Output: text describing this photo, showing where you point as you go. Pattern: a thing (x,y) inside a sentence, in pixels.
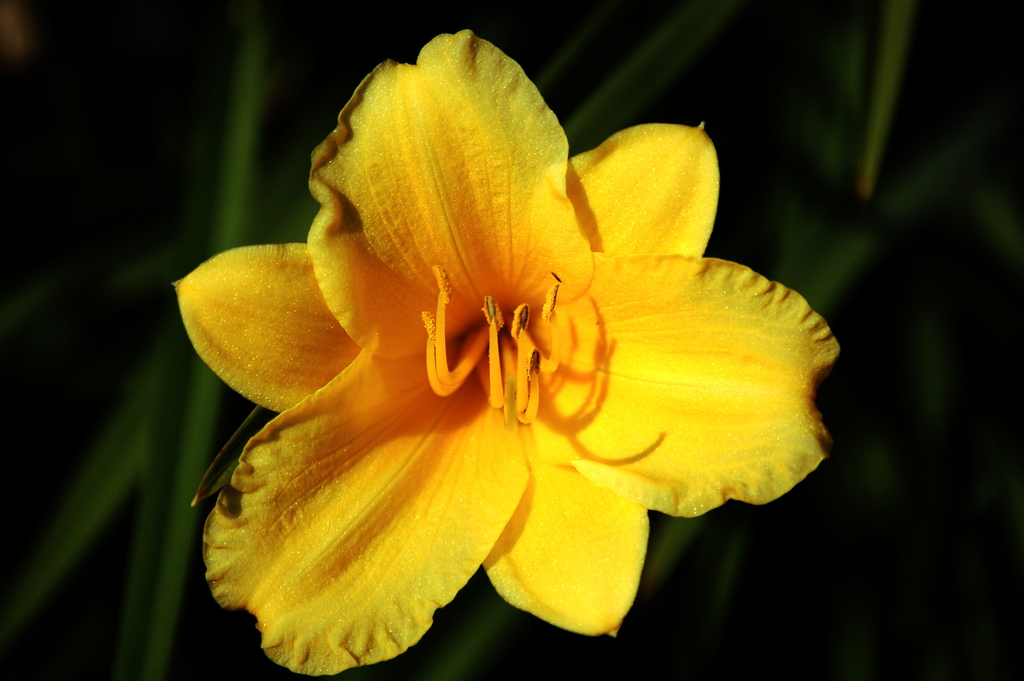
This is a picture of a yellow color flower (479,358), and there is green color background (181,185).
